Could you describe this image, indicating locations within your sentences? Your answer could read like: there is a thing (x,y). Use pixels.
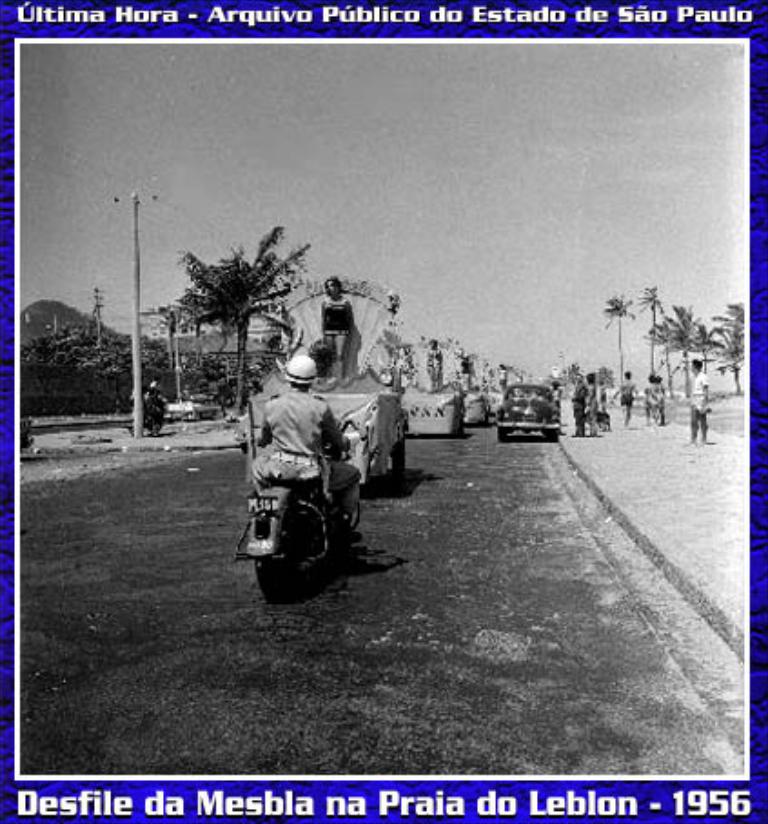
This is an edited image. We can see there are vehicles (419,425) on the road (245,486). On the right side of the image (575,394), a group of people (584,390) standing on the walkway (617,415). On the left side of the image (249,379), there are trees (142,346) and there is an electric pole (135,314) with cables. Behind the trees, there is the sky (402,316). On the image, there are watermarks (722,15).
